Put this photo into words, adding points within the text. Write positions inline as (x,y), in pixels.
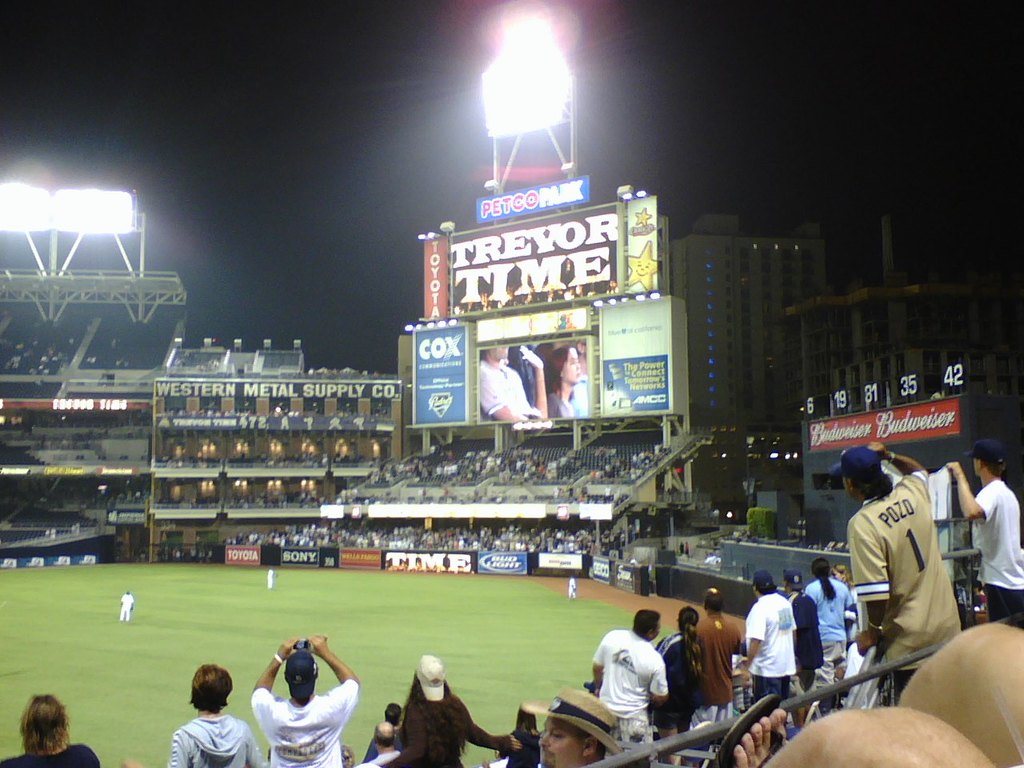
In this image, we can see a stadium (540,622). At the bottom of the image (632,703), we can see people (663,725). Few people (663,725) are holding some objects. Here there is a rod (641,754). In the background (462,619), we can see the ground (428,622), people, banners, screen (579,405), buildings (786,317), lights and dark view.
